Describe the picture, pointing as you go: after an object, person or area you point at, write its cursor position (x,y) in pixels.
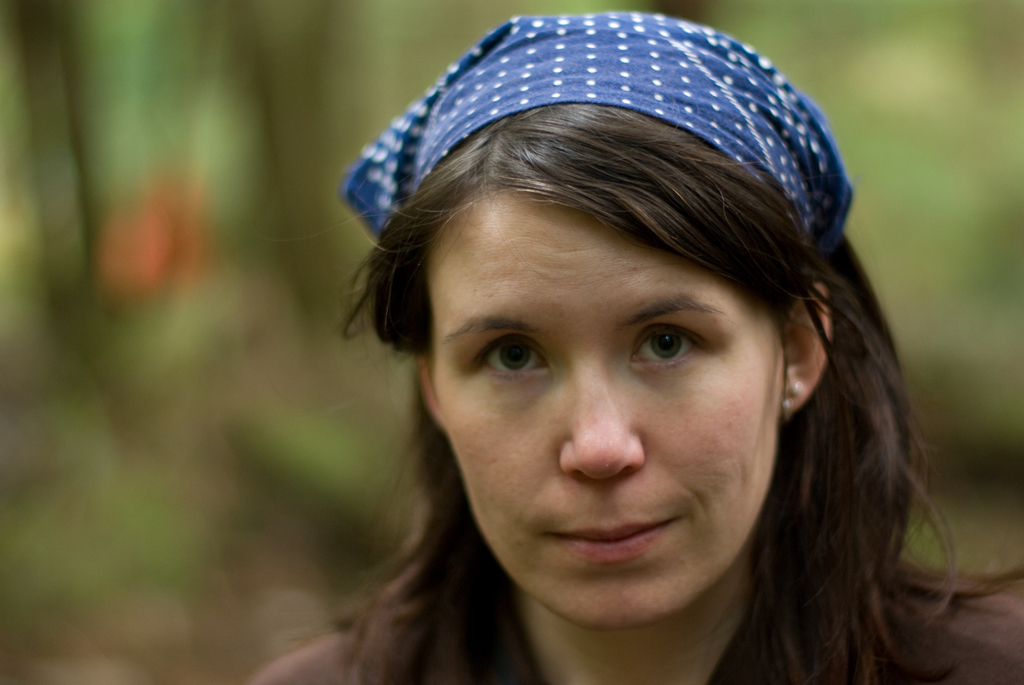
In the image there is a woman (669,351) and the background of the woman (359,214) is blur.
